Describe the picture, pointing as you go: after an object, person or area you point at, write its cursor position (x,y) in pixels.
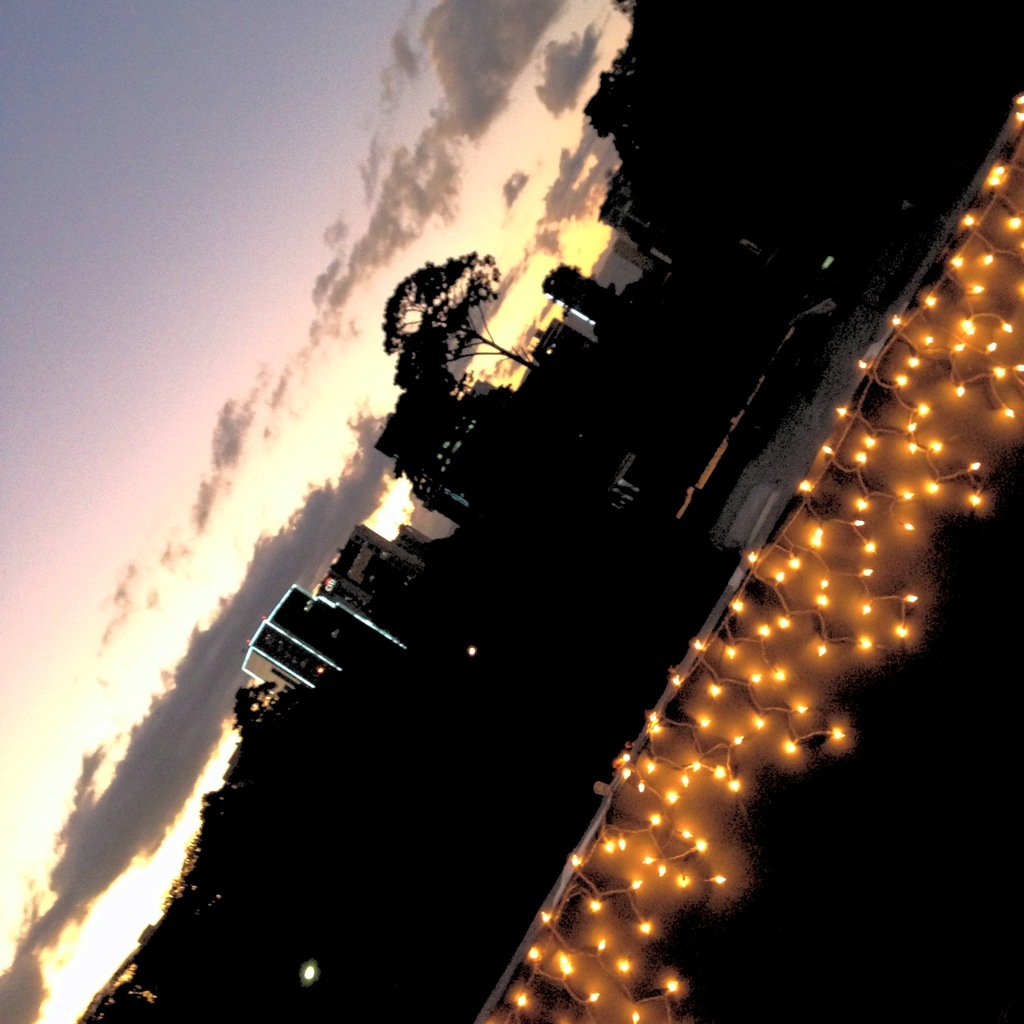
In this picture there are buildings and trees (101,1011). At the top (261,302) there is sky (62,363) and there are clouds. At the bottom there might be a floor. In the foreground (705,813) there are lights (688,839) on the wall (611,1008).
